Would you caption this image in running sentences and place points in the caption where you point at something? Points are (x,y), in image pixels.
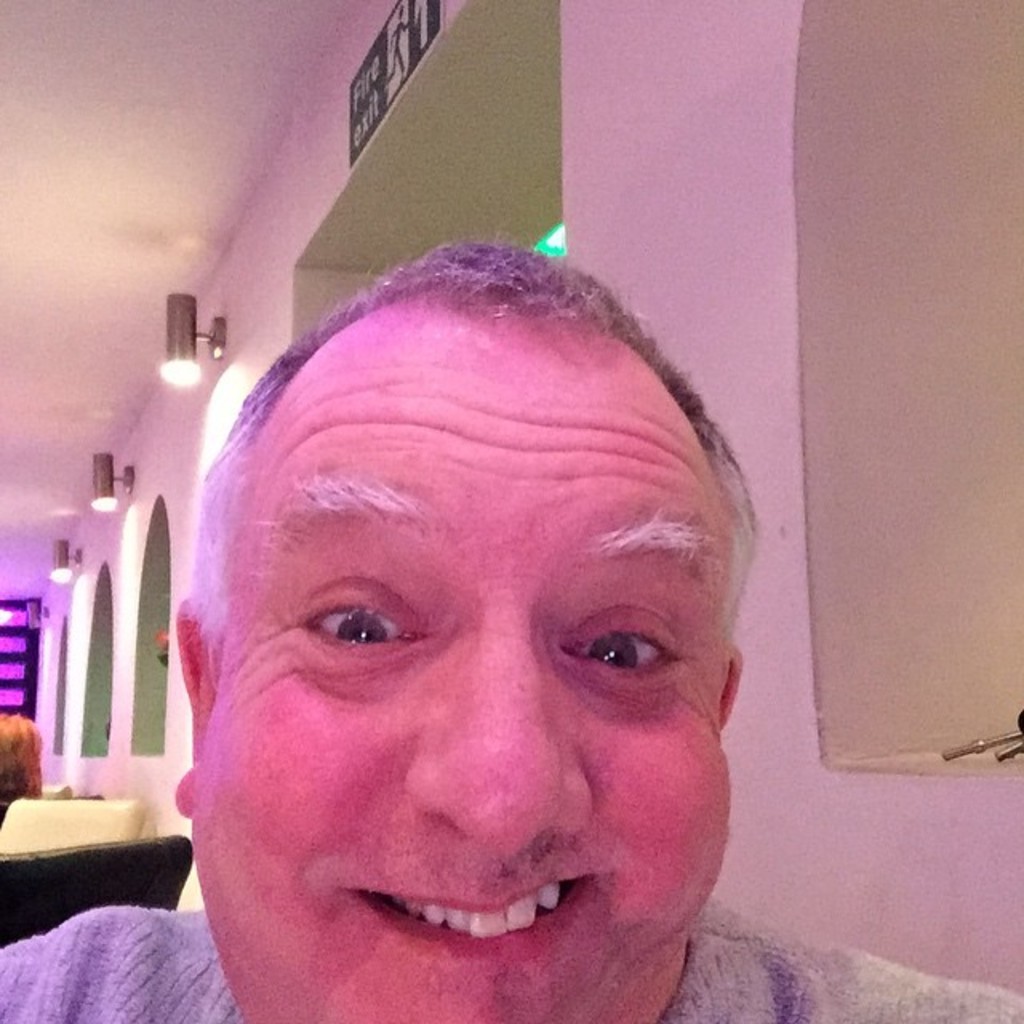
In the picture I can see a man (432,744) is smiling. In the background (851,501) I can see lights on the wall (147,534), ceiling (43,425) and some other objects (160,586).
